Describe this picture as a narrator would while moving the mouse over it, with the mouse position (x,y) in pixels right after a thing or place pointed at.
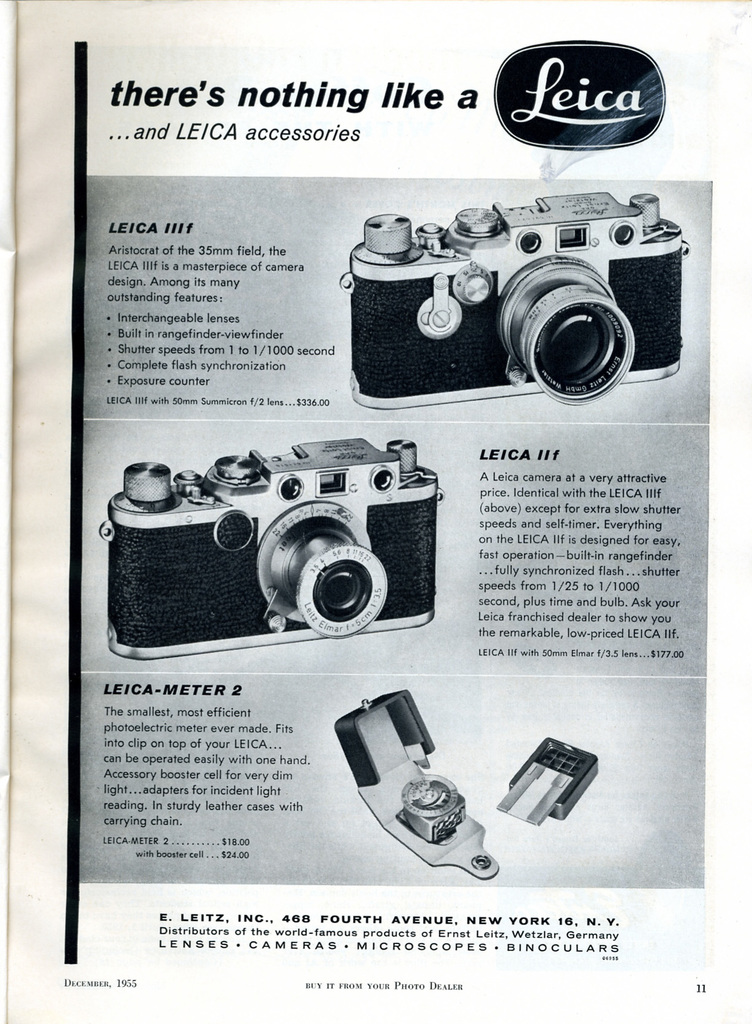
In this image, I can see the photos (354,591) of two cameras (354,591), an object (457,846), words (147,855) and numbers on a paper (282,938).
